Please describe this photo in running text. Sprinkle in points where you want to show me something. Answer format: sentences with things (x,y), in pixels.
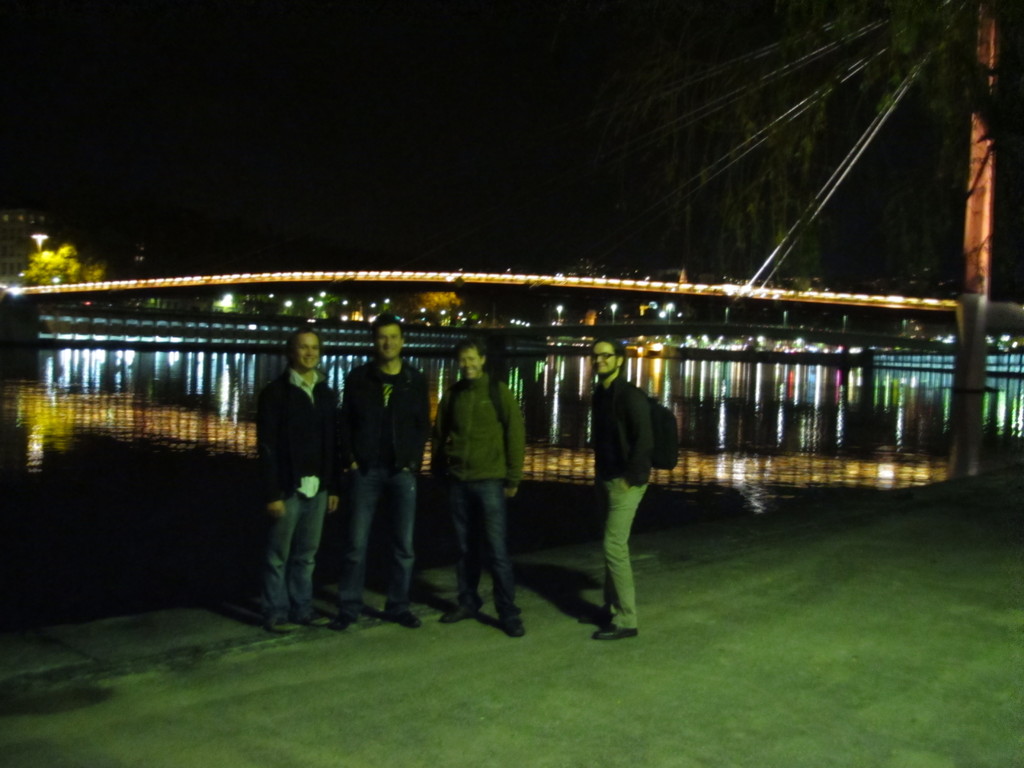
In this image I can see four men (391,403) wearing jackets (451,425), jeans (358,481) and footwear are standing on the ground (530,560). In the background (147,428) I can see the water (118,502), few lights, a pole (962,297), few wires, few trees (803,169), a bridge (816,301) and the dark sky (317,107).
